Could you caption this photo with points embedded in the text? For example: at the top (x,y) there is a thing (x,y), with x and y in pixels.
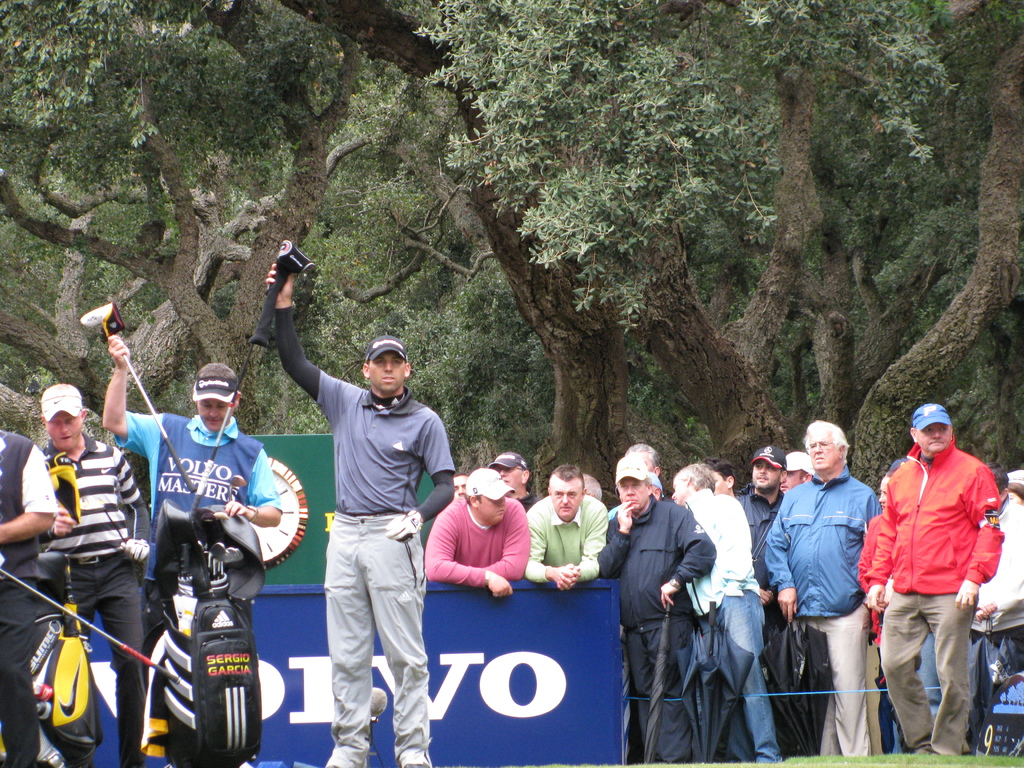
In the picture I can see four persons (202,463) standing and holding a stick (182,467) in their hands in the left corner (115,608) and there are few other people (641,528) behind them and there are trees (461,147) in the background (378,148).
